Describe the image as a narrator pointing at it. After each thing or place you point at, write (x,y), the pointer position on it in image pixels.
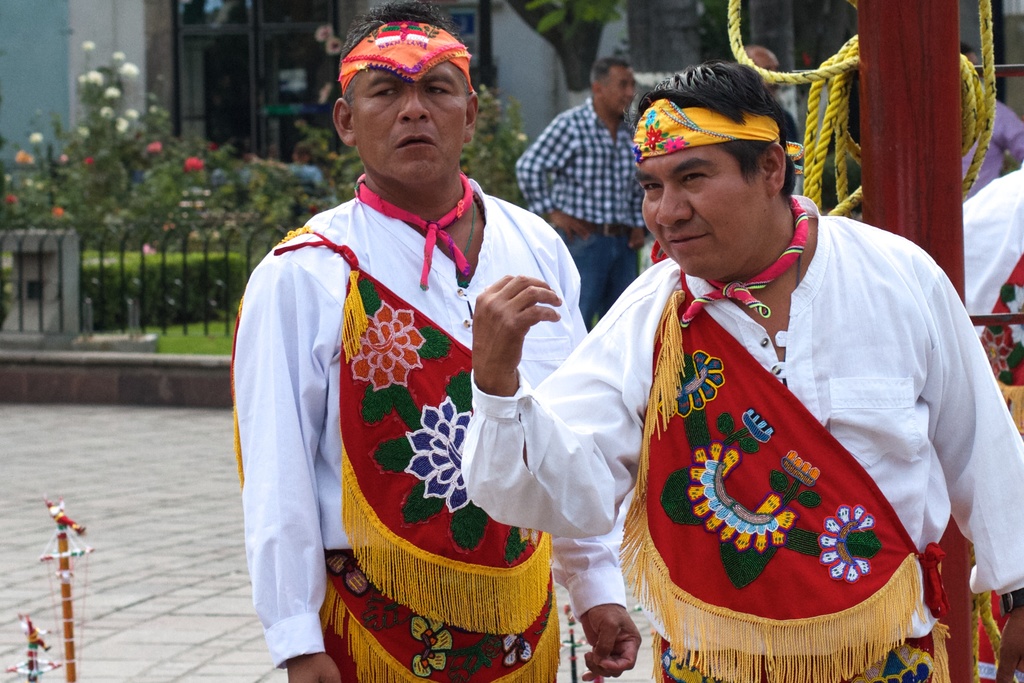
There are two persons (522,226) wearing a costume (622,419). In the back (899,202) there is a pole (902,94) and a rope (824,82). In the background (758,58) there are few people (758,58), railing (184,263), grass (219,339), flowering plants (191,163) and a building (523,46).
